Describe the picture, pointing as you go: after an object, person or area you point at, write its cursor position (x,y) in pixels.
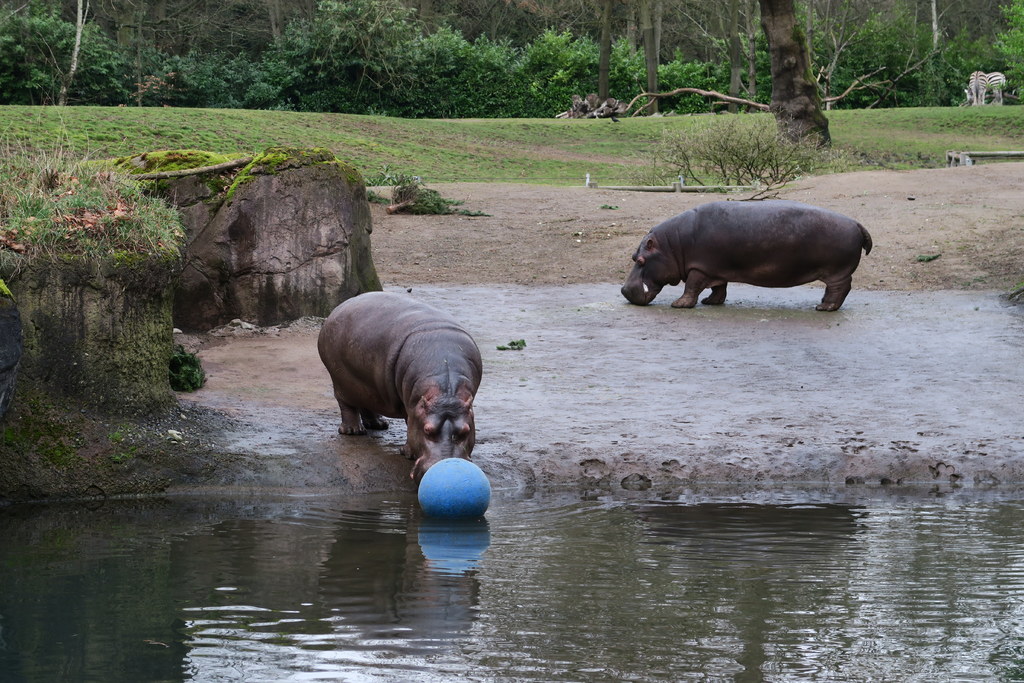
In this image we can see a few animals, water (631,528), near that we can see an object (466,478), we can see the rocks (310,198), trees (783,66), plants (707,138), grass (629,137).
